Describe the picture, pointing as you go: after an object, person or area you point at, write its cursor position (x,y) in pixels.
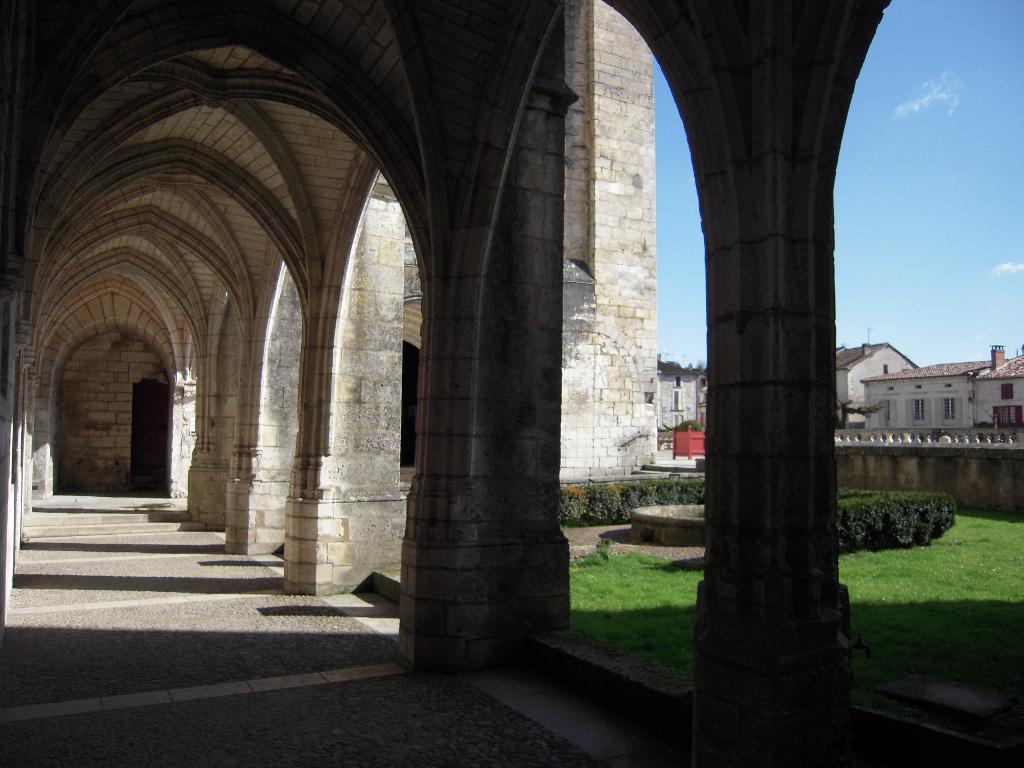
In this image I can see the buildings (569,328). To the side of the buildings (642,386) I can see the plants (634,483) and the grass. In the background (692,177) I can see the sky (870,213).
